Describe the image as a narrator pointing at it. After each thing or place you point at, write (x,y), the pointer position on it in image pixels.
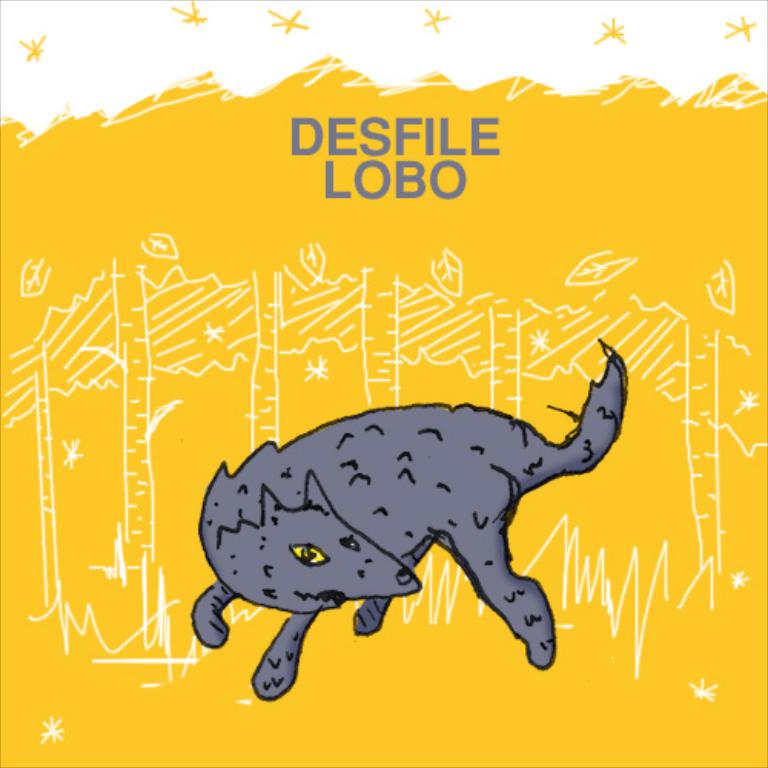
The image is looking like a poster. At the bottom (246,551) we can see the depiction of an animal (354,505). At the top (331,157) there is text (345,158). In this picture there is yellow and white color painting (243,293).
